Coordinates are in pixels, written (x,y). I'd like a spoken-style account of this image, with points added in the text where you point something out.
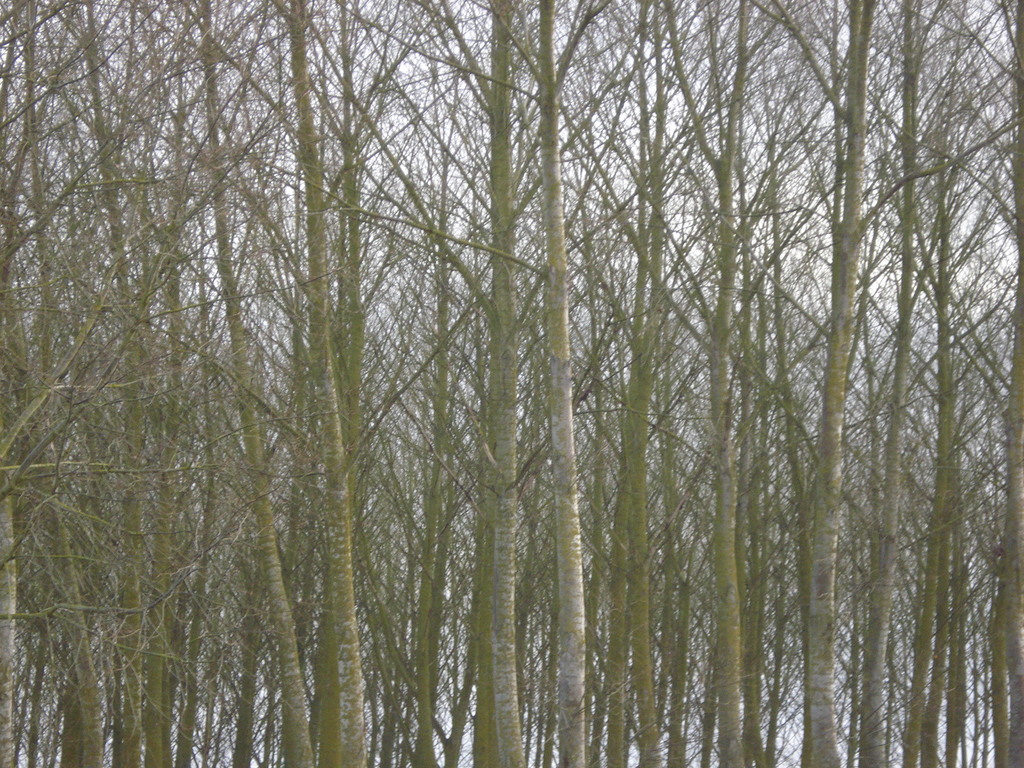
In the picture we can see many long branch trees (837,422) and from it we can see the part of the sky (945,714).
